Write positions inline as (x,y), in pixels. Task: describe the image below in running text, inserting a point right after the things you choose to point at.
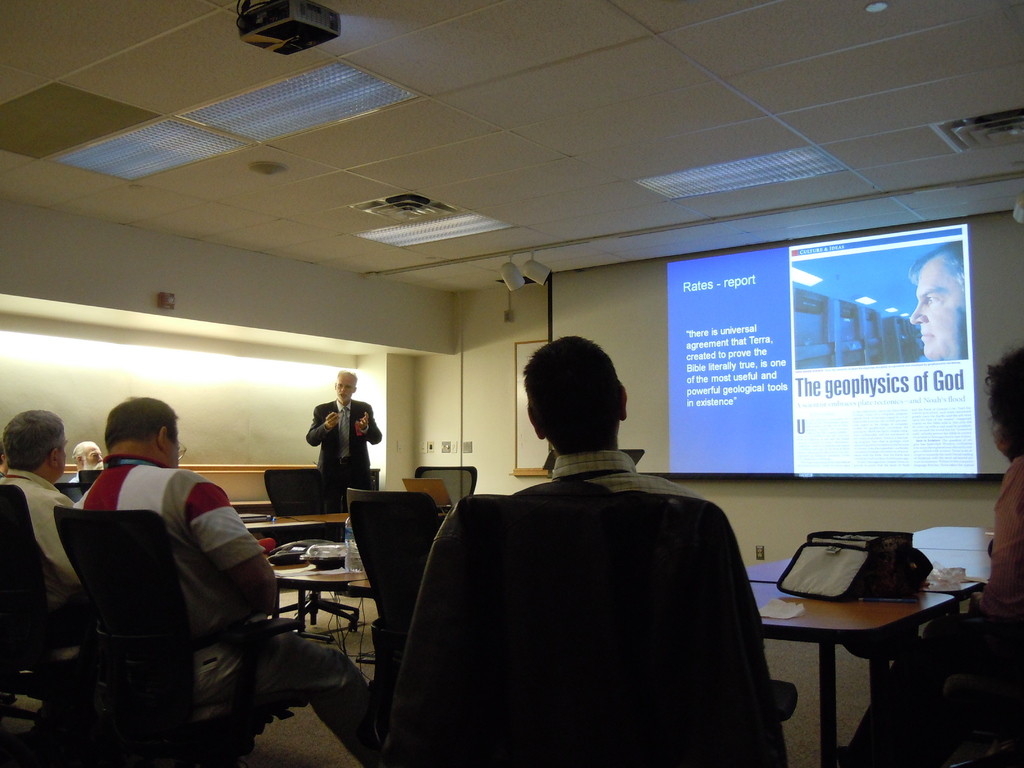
Here we can see a group of people (57,531) sitting on chair (406,516) and tables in front of them and in the middle (380,430) we can see a man (342,393) standing and giving a lecture and at the right side (697,269) we can see a projector screen (869,298) and at the top (295,38) we can see a projector (278,9).
